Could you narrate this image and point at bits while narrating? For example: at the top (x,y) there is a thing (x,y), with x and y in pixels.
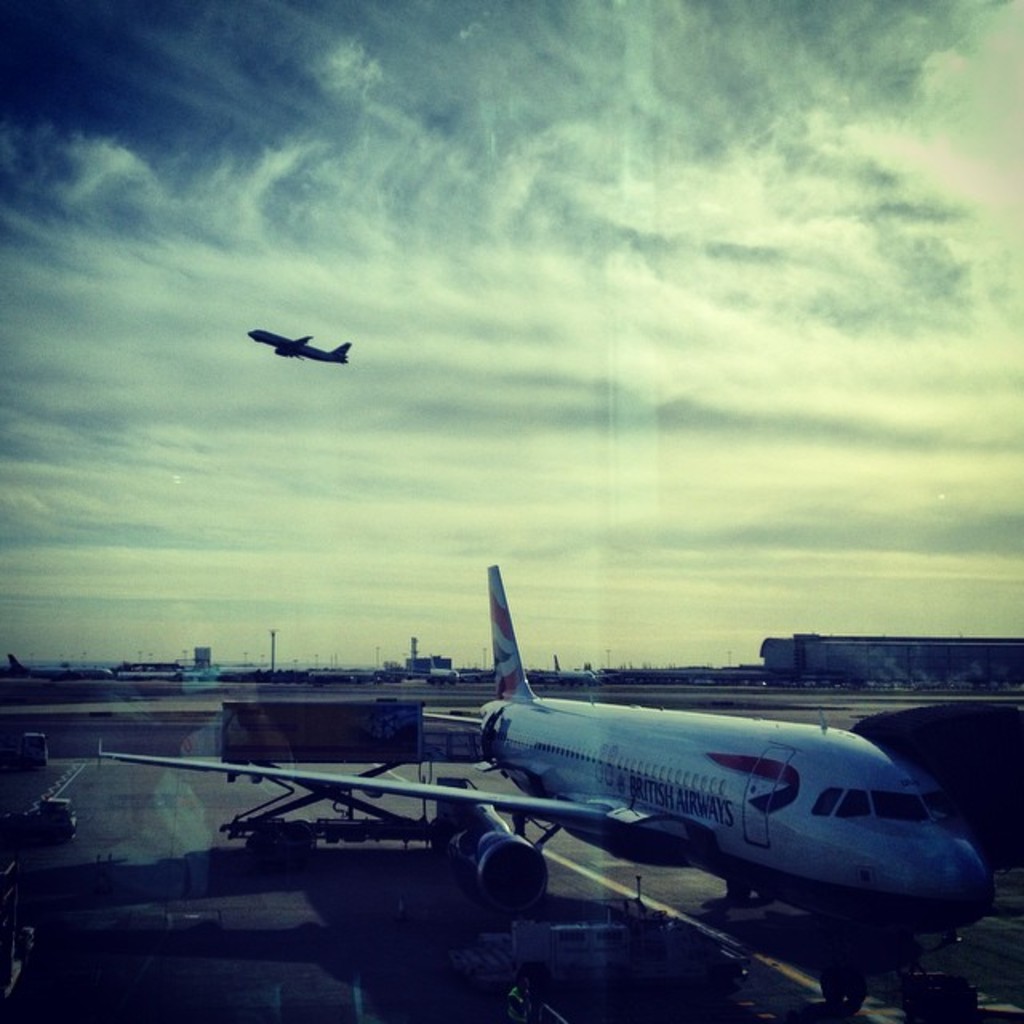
In the foreground of this image (731,888), there is an airplane (879,847) on the ground (603,874). In the background (161,663), we can see airplanes (204,676), poles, buildings (709,671) and few vehicles (32,750) on the road (40,730). On the top (277,250) the image, there is an airplane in the air (280,389), the sky (298,147) and the cloud (372,331).
